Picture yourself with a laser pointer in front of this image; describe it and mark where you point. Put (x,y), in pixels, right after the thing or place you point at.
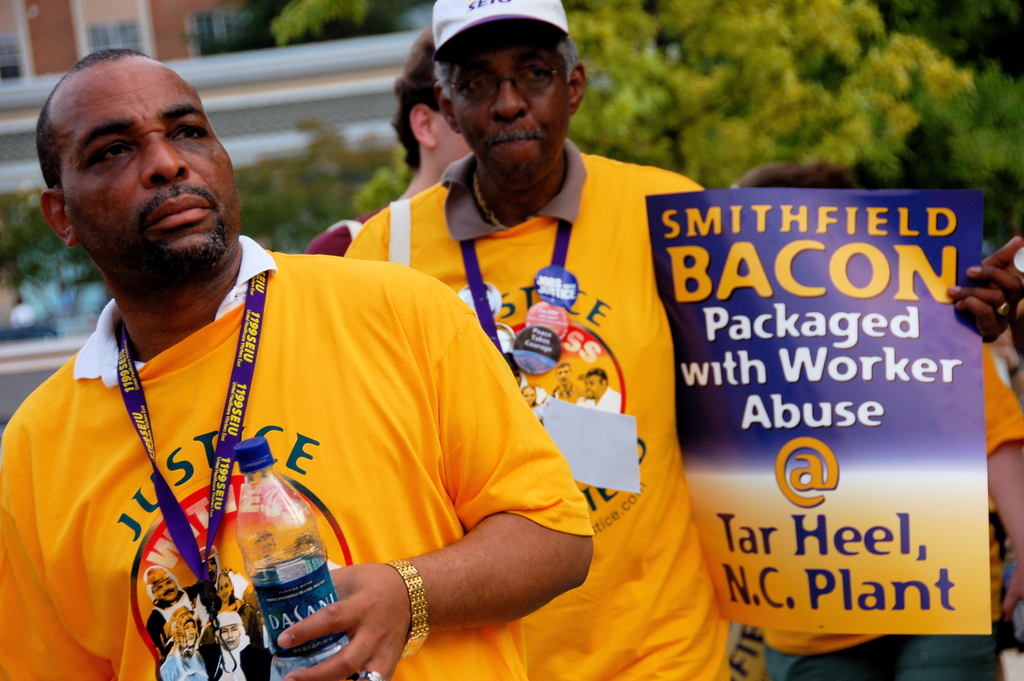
In this image I can see the group of people (439,331) with yellow, white and maroon color dresses (319,286). I can also see one person (519,348) with the cap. I can see one person (467,371) holding the bottle (271,539) and can another person (598,513) holding the pamphlet (868,456). In the background (855,12) I can see many trees (407,26) and the building (180,24).
